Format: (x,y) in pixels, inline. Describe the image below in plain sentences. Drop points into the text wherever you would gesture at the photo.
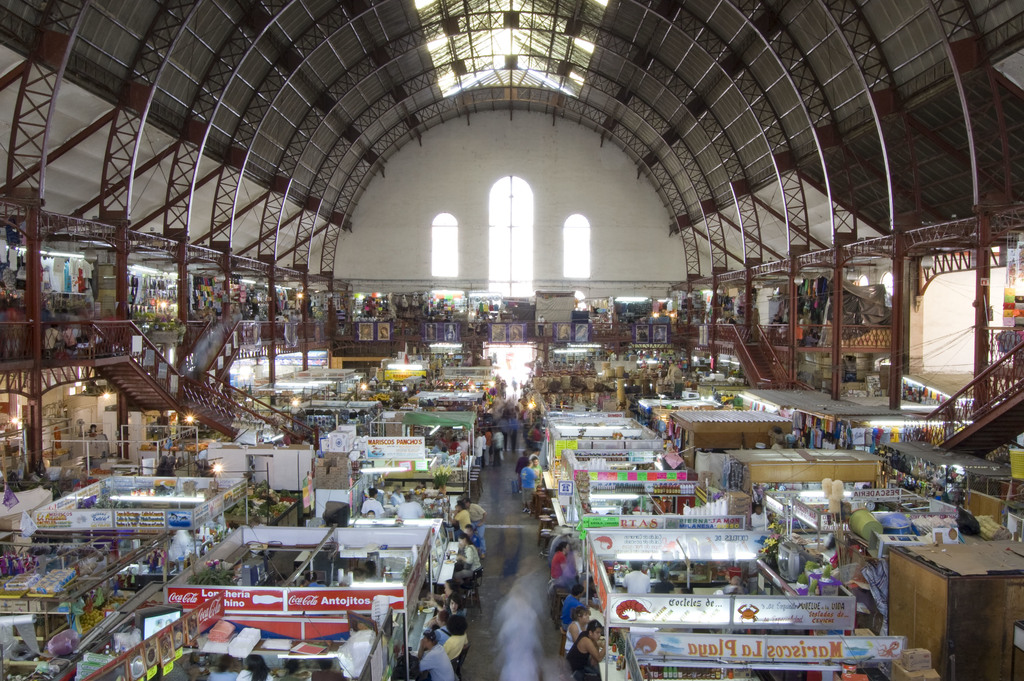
In this image there are metal rods (258,408) and steps (206,384) on the left (129,342) and right corner (799,346). There is floor (507,574) at the bottom (502,596). There are people (262,674), chairs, they look like stalls (440,404) in the foreground (802,496). There is a wall (405,183), there are windows (454,227) in the background (508,235). There are metal rods (540,104), there is roof (528,66) at the top (546,99).
